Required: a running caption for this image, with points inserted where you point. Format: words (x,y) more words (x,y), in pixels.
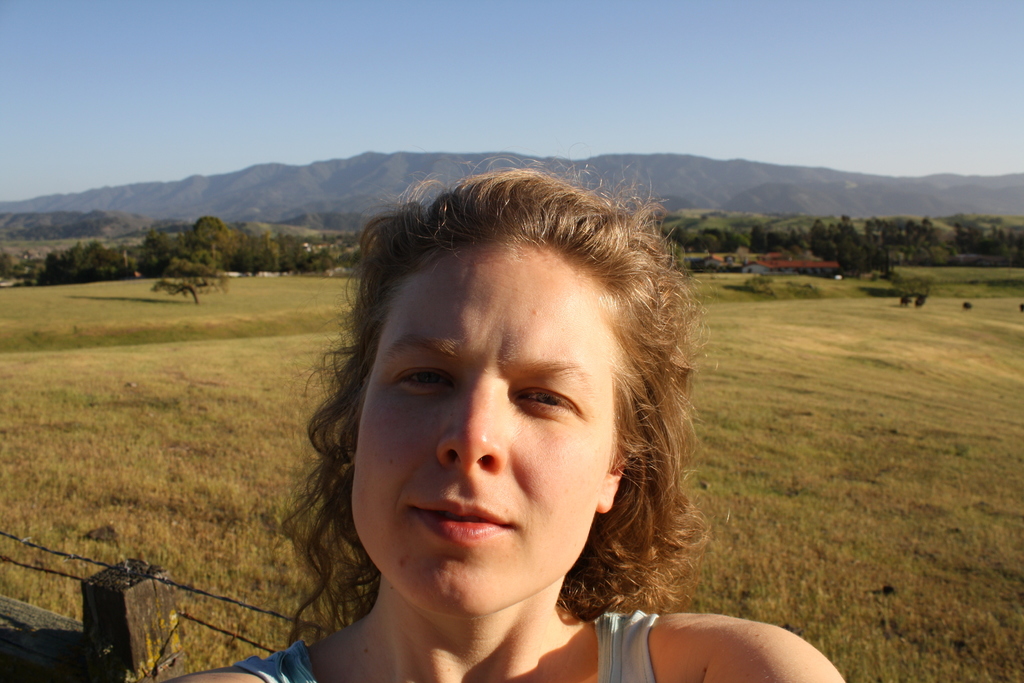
This is the woman (569,643) smiling. I think this is a fence (153,568). Here is the grass (248,404). I can see the trees (331,252). In the background (793,260), that looks like a house (774,267). These are the mountains (914,181).
